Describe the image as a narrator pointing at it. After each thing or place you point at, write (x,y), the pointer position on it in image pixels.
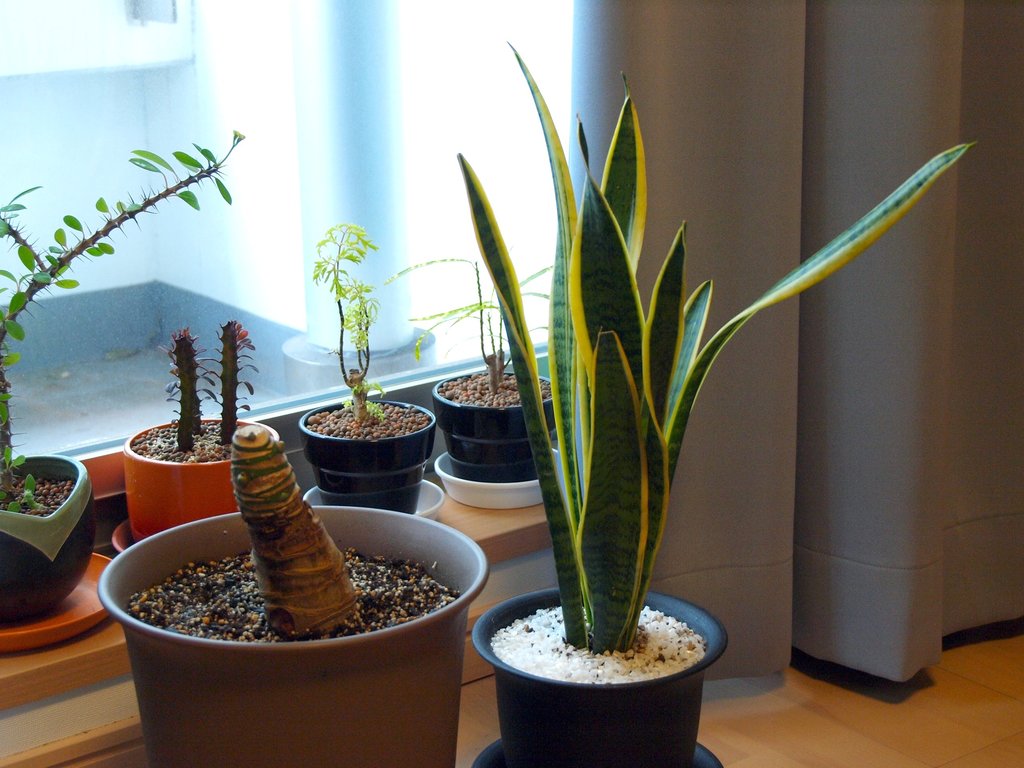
In this image I can see there is a table (462,513) on that there are flower pot (183,488) and plate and there are stones (408,416) in it. And there are curtains (714,178) and a window (241,91). And there is a pillar (360,138).
